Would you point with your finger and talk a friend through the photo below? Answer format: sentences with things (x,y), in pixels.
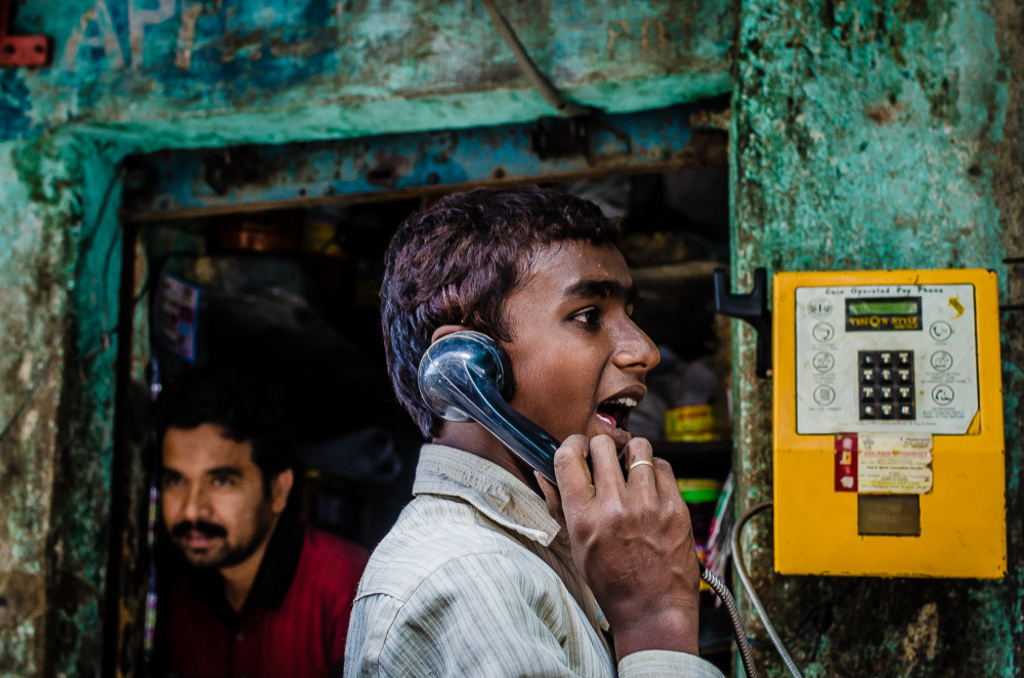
In this image on the right side (840,474), I can see a telephone (828,422). I can see two people (220,512). In the background (197,77), I can see the wall (288,101) with some text (143,47) written on it.
